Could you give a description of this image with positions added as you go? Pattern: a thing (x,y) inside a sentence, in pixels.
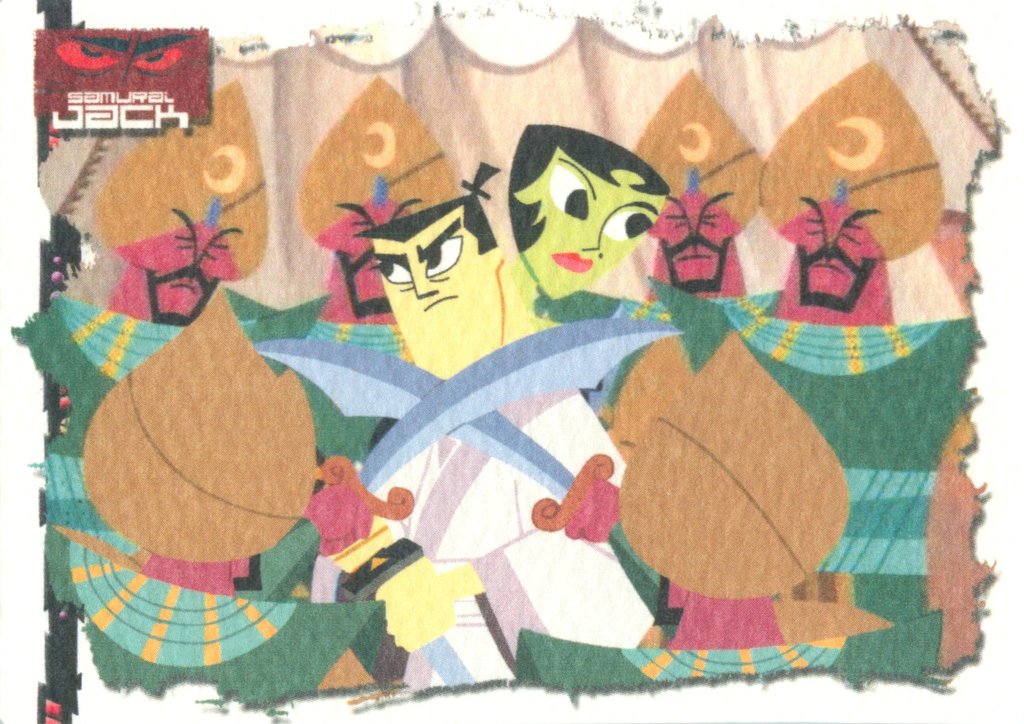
This image contains a painting (365,152) of some persons (475,517). Two persons (542,549) are holding swords (545,477) in their hands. Behind them there is a woman (614,211). Behind there are four persons (425,206) wearing caps (154,158). In background (472,110) there is a curtain (539,104).
